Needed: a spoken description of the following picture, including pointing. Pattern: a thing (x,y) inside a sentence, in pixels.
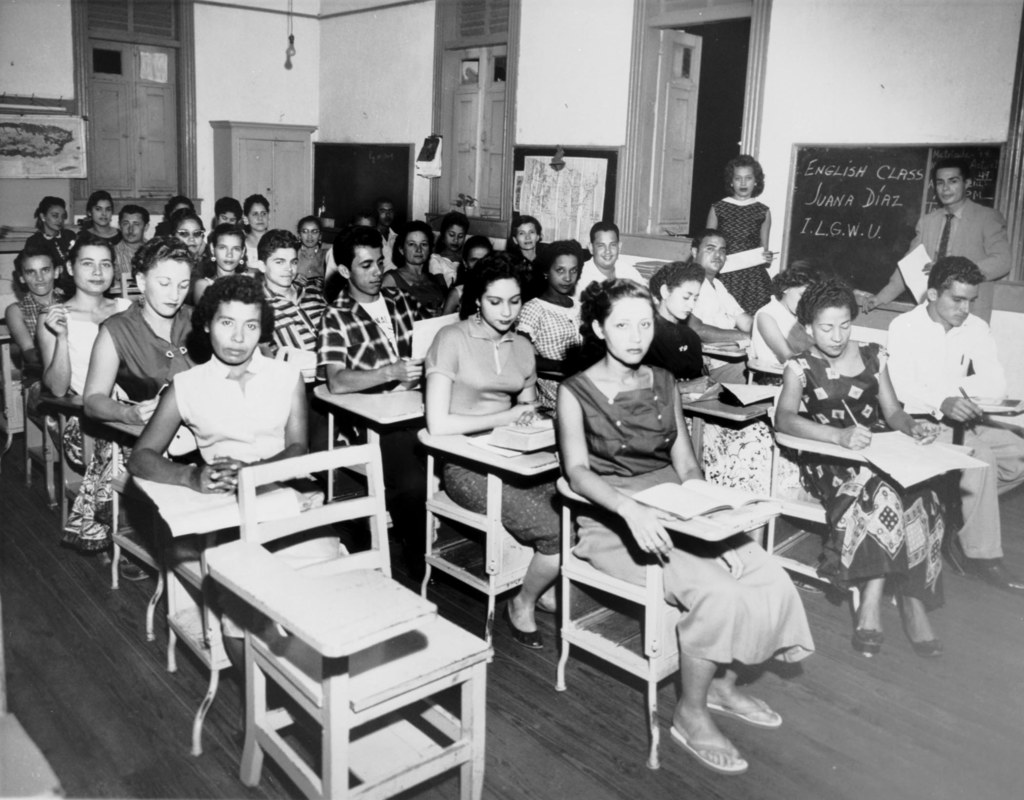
There were a group of people (665,419) sitting on chairs (772,420) in order, and in the right (957,236) there is a man (981,243) he is teaching something to the students (801,342). And there is a board (856,196), well, beside the wall (801,70) there is a door (676,111), back of the people (269,291) there is a cupboard (267,185).
